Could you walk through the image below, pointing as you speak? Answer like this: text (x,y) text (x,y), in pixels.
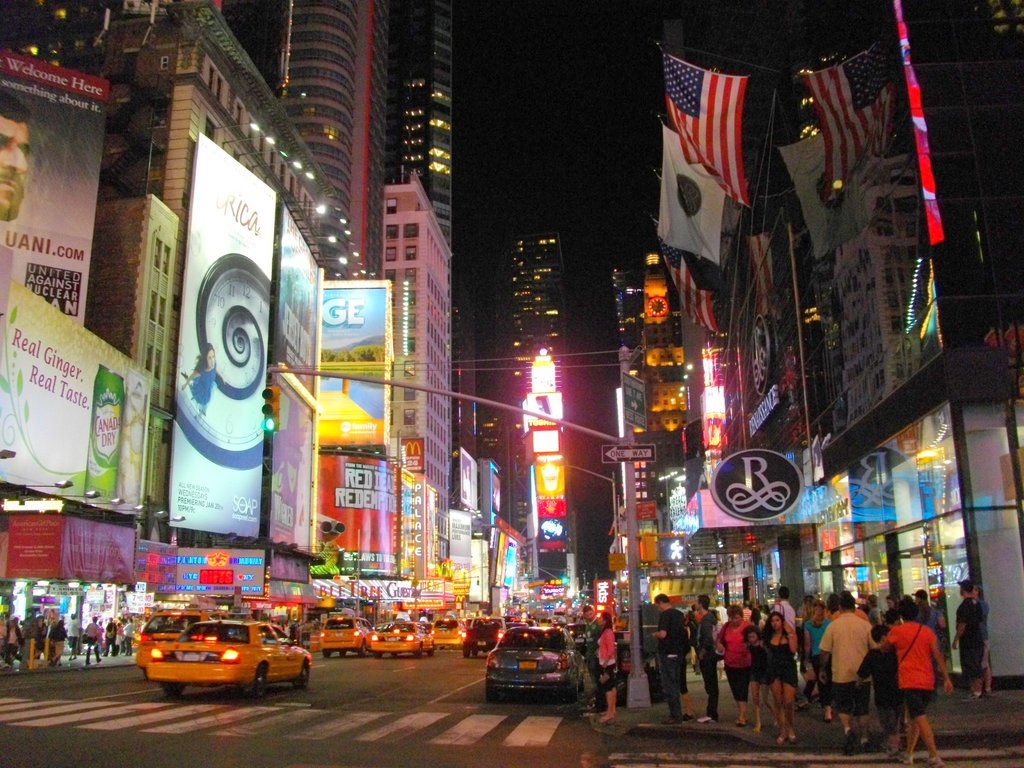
In the foreground of this image (423,717), there is a road (353,748) and few vehicles (491,666) moving on the road (607,758). On the right (809,598), there are persons (867,733) walking on the side path (768,741), sign board (624,451), poles (636,546), banners (752,479), buildings (902,411), flags (690,202) and lights (708,405). On the left (99,517), there are buildings (173,397), banners (119,457), hoardings (137,501), persons (97,641) walking on the side path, skyscrapers (419,228), lights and the dark sky (531,141).
